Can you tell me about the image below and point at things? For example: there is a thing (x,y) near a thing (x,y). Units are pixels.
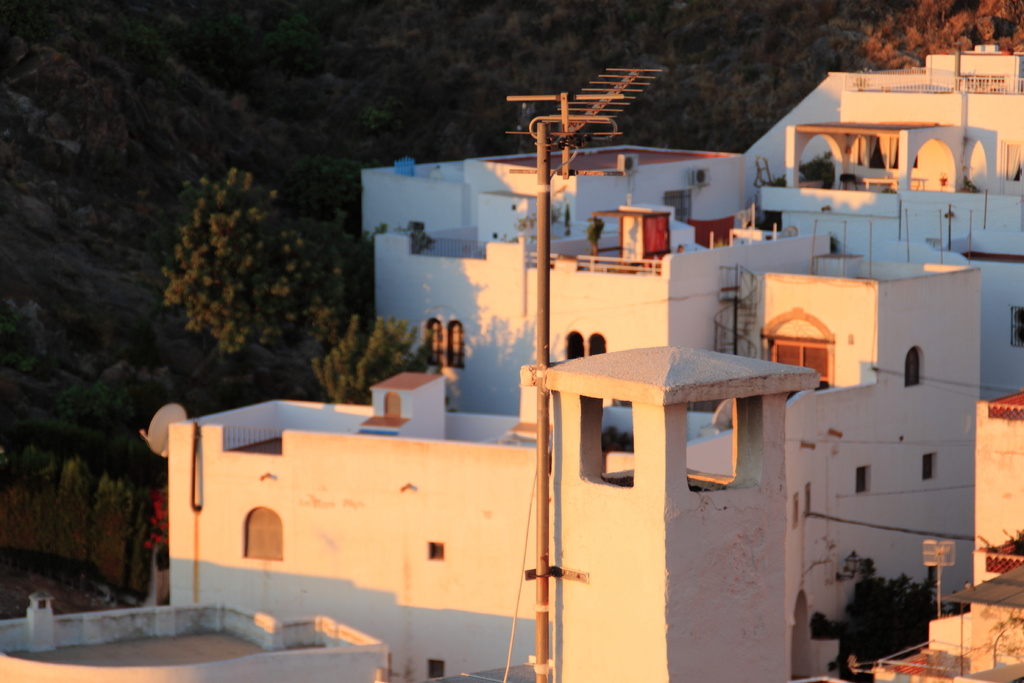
In this picture I can see there are few buildings (736,510) and there is a pole (546,679) here at the center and it has a antenna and the buildings (649,369) have windows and doors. There is a mountain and there are few trees (280,29) on the mountain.
